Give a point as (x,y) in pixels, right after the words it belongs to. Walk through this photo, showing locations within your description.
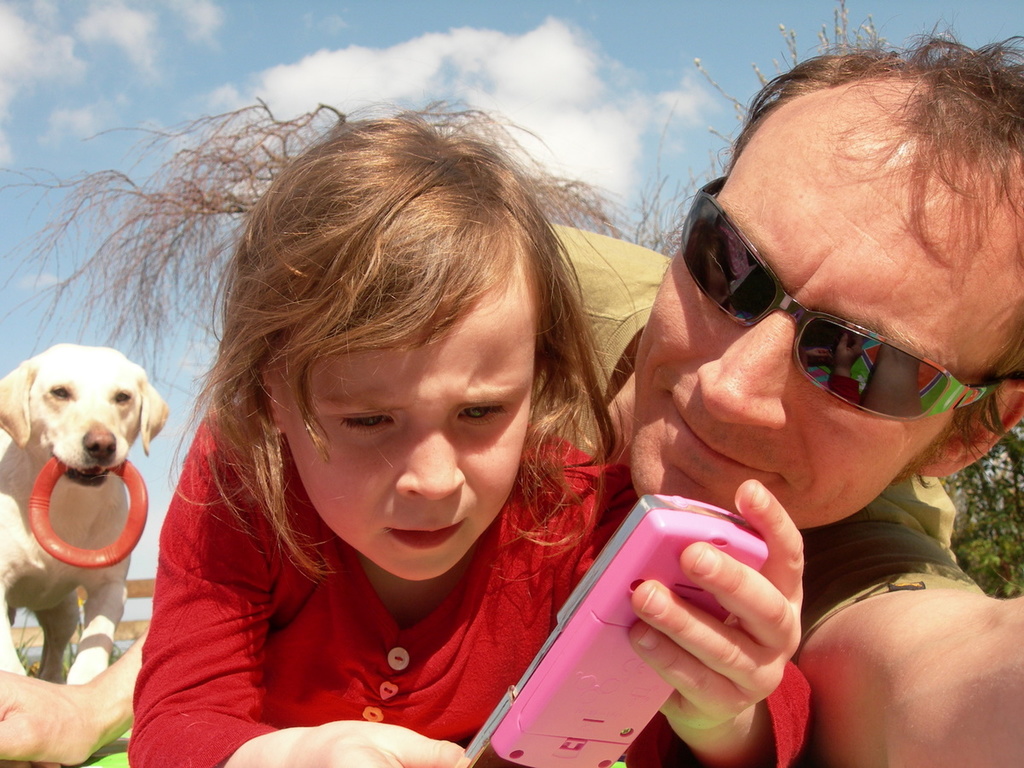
In this image there is a man (633,319) and a girl (429,638) laying and a girl (670,666) is holding an object (570,697) in her hand (373,761), in the background (73,504) there is a dog (75,515) holding a wheel (43,518) and there is the sky (357,58).
